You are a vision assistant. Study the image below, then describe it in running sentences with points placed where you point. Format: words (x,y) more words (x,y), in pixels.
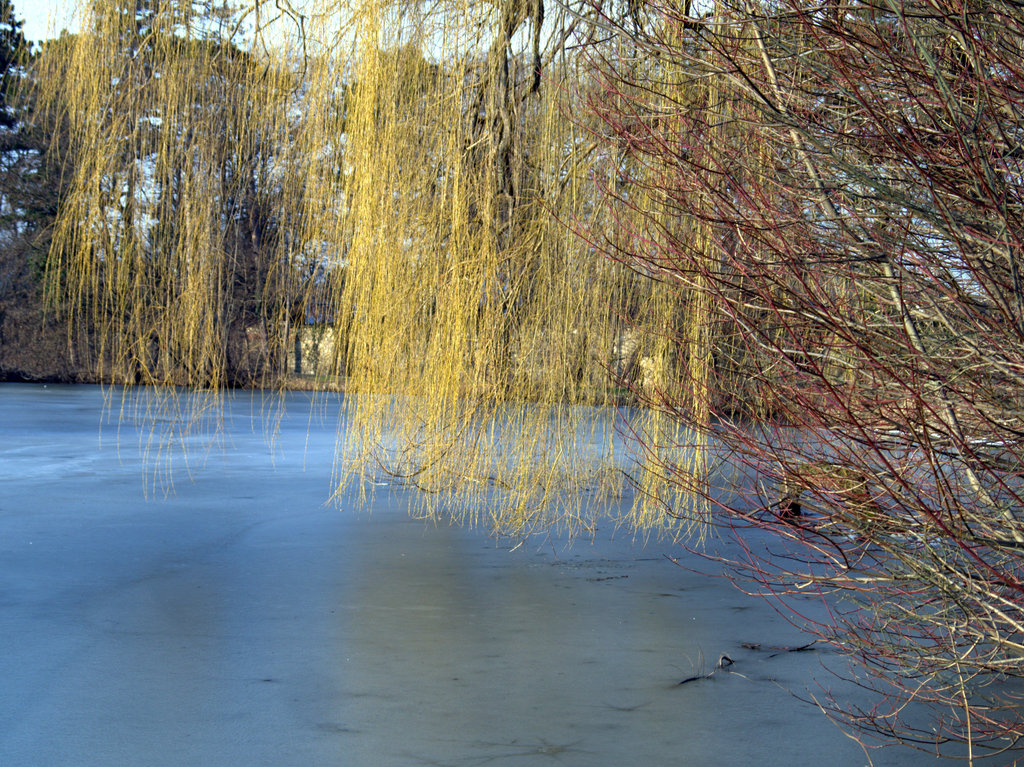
In this image we can see some trees (384,314) and water (384,521), in the background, we can see the sky (272,18).
